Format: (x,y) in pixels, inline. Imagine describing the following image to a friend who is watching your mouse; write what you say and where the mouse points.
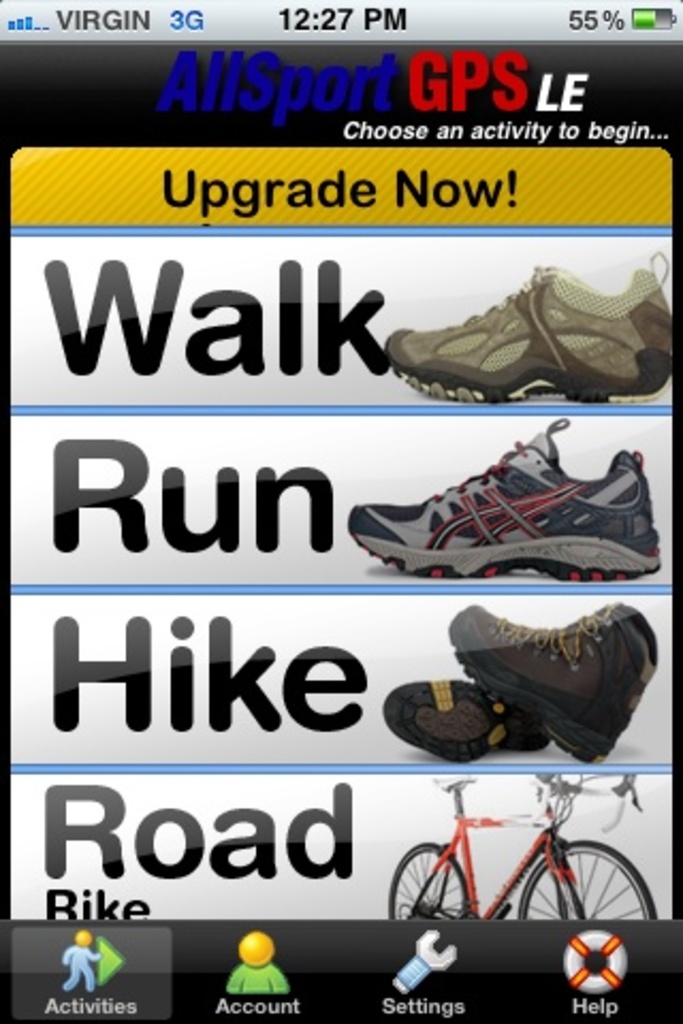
In the image we can see some shoes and bicycle (476,889) and it is look like a mobile app.
